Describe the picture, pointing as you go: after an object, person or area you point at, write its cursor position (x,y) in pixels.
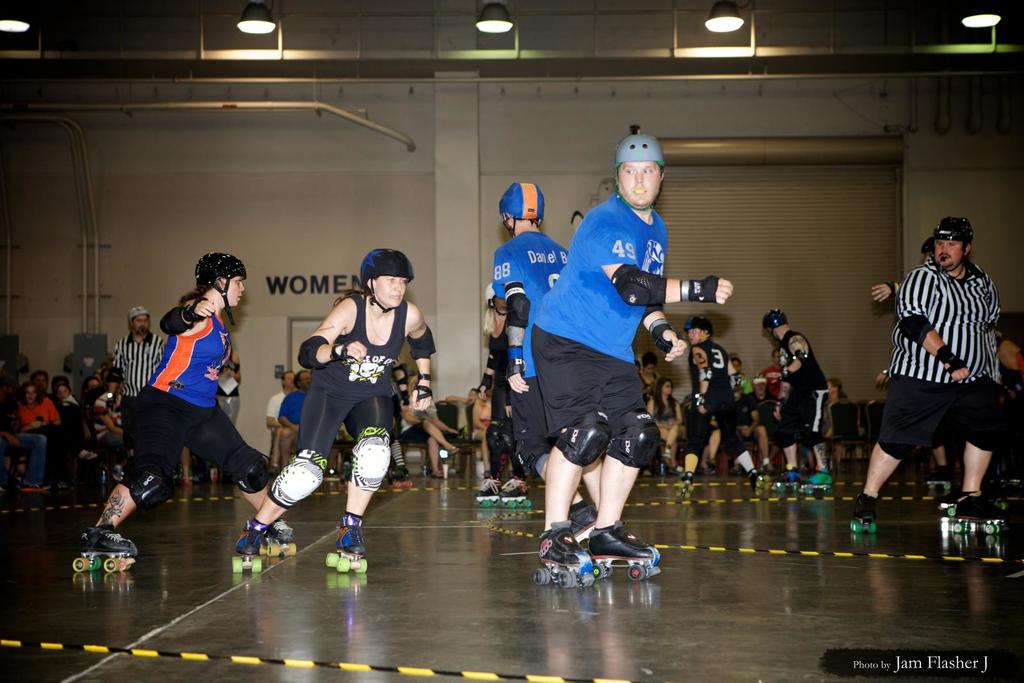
In this image I can see the group of people (610,374) with different color dresses (579,301). I can see these people (633,325) with the skate wheels (552,551). To the side I can see few more people (35,448) sitting. In the background (253,181) I can see the shutter (673,205) and the wall (229,214). I can also see the lights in the top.
